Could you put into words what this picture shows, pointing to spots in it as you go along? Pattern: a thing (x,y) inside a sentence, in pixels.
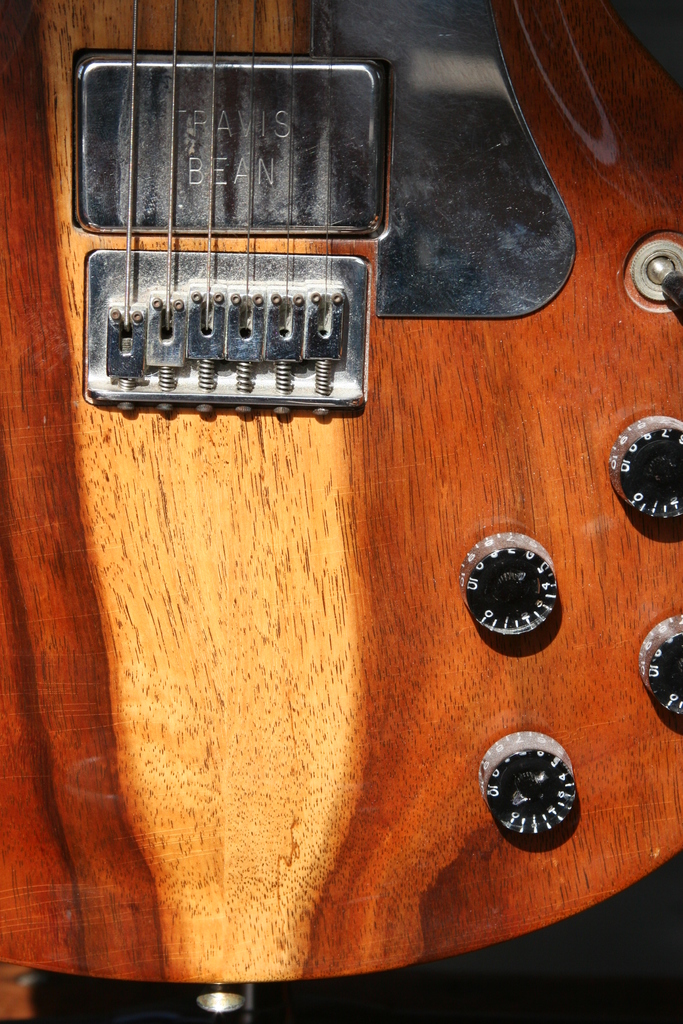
This is a guitar (259,383) in the given picture with strings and knobs (555,752).
